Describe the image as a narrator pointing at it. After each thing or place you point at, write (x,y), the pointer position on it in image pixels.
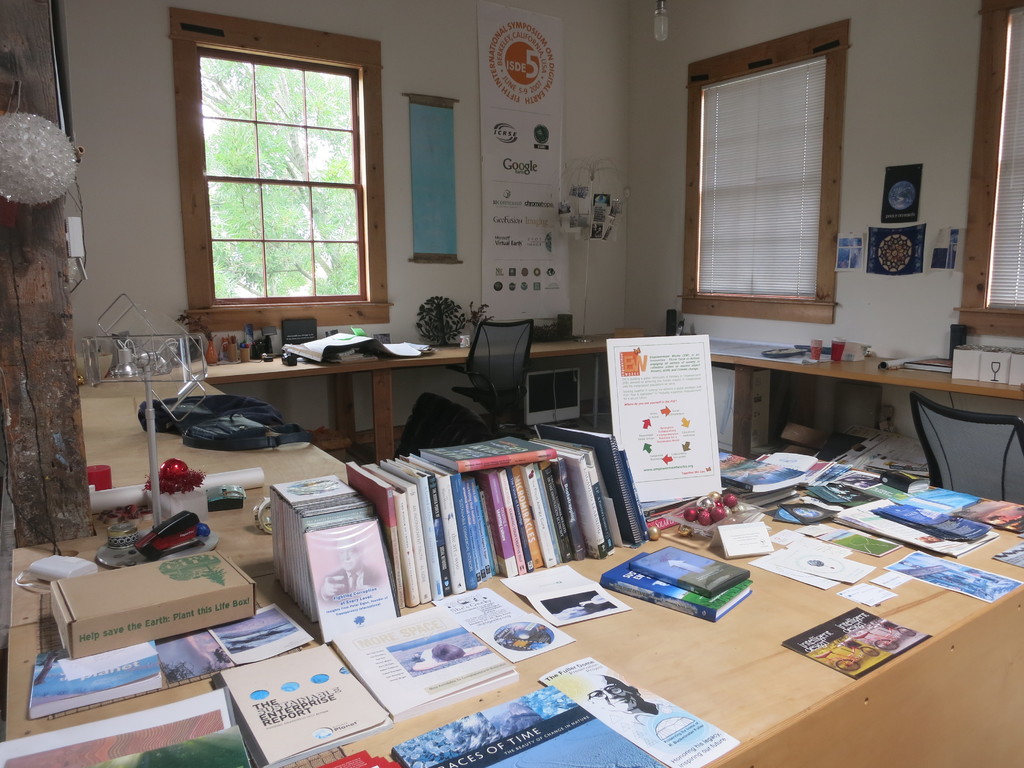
In this picture we can see a table (762,652). On the table (804,625) there are some books (587,542). Here we can see a window (267,181) and there is a wall (138,114). And these are the posters (508,182).
